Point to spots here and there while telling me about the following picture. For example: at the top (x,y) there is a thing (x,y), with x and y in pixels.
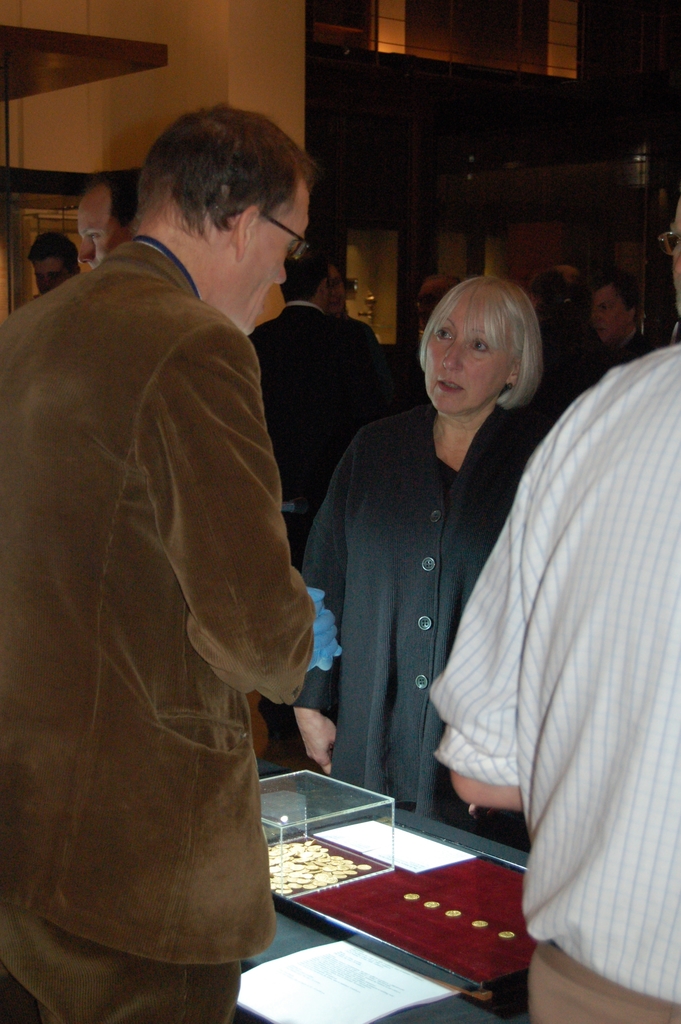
In this image we can see a man (171,296) standing on the left side (59,473). He is wearing a suit (205,627). Here we can see a man (516,600) on the right side (663,543), though his face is not visible. He is wearing a shirt (645,703). Here we can see the glass box (306,794). Here we can see the papers (342,1010) on the table (394,1022). Here we can see a woman (459,361). In the background (382,397), we can see a few people (316,354).
